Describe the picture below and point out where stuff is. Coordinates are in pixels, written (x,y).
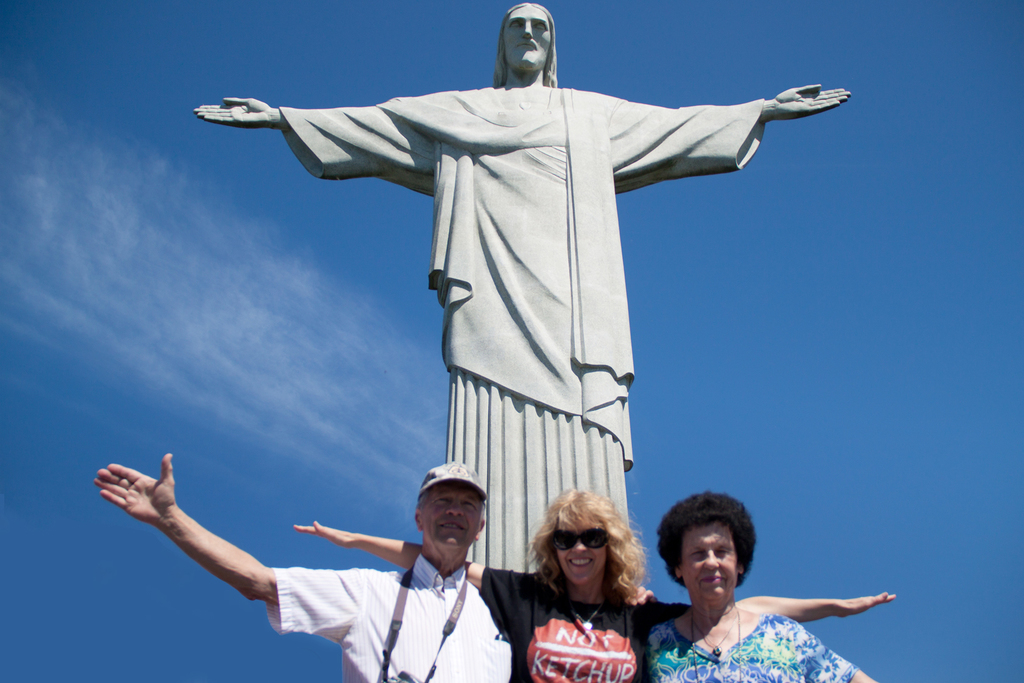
In this picture we can see three people (533,597), the middle person (544,547) is smiling, and she wore spectacles (601,535), in the background (561,255) we can see a statue (569,292) and clouds (183,316).
